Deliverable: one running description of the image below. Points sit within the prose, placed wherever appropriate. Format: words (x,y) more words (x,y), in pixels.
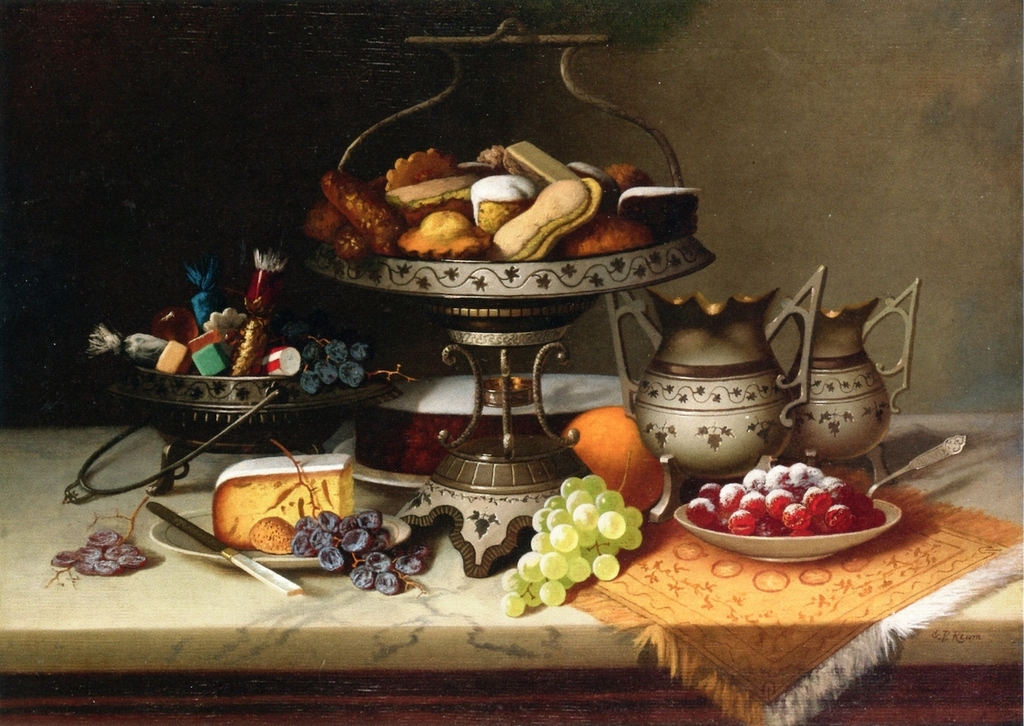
In this picture we can see fruits (564,578), plates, jars (720,370), bowls (296,415), and food (668,206). This is a cloth (762,651). In the background (920,325) there is a wall (907,226).
